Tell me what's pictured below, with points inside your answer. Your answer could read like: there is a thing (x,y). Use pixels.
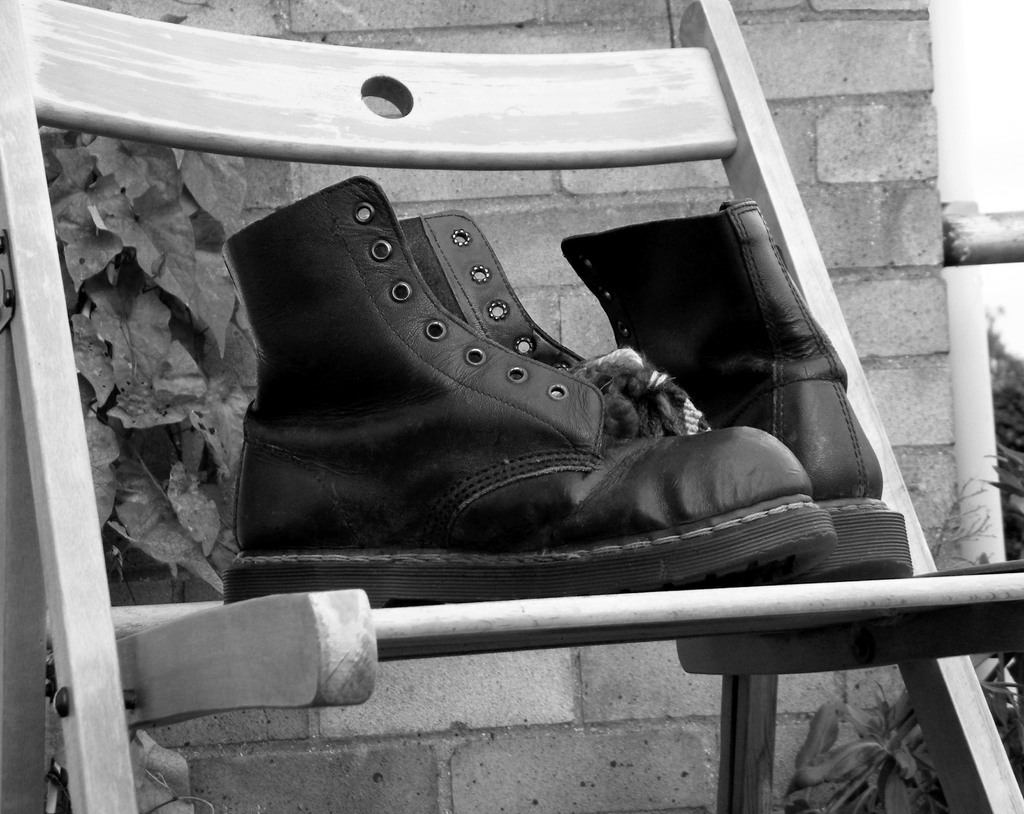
In this black and white image, we can see shoes (756,307) on the chair (370,619) which is in front of the wall (833,196). There is a plant (182,374) on the left side of the image (161,547).
